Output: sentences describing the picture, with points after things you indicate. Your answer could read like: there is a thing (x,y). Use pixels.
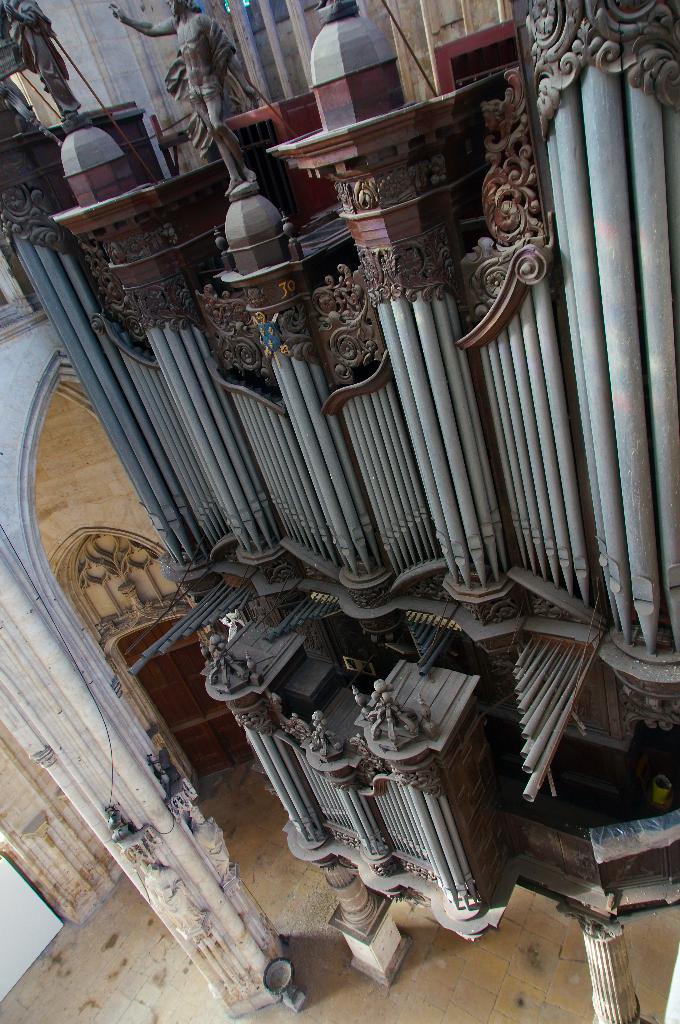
In this image there are pillars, sculptures (330,292) and statues (10,81) on the top (230,184). Also there are arches (105,643) and doors (169,684).
